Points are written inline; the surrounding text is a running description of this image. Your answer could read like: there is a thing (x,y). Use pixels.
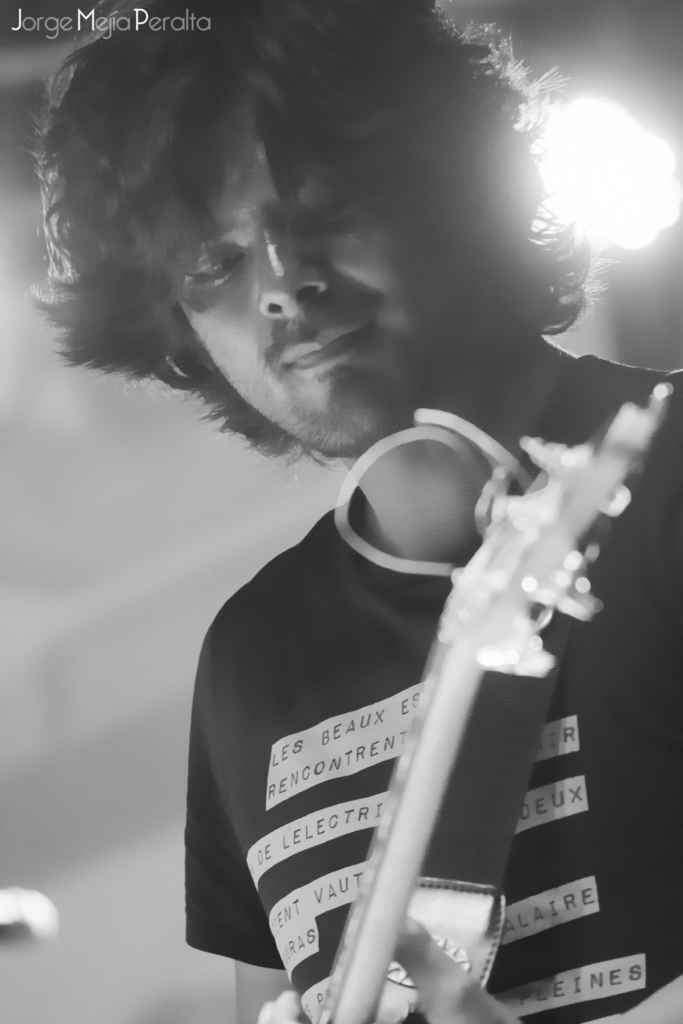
In this image I can see a person (385,687) holding a musical instrument (398,847). There is a blur background (12,446) and in the top left corner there is a watermark (55,20).
